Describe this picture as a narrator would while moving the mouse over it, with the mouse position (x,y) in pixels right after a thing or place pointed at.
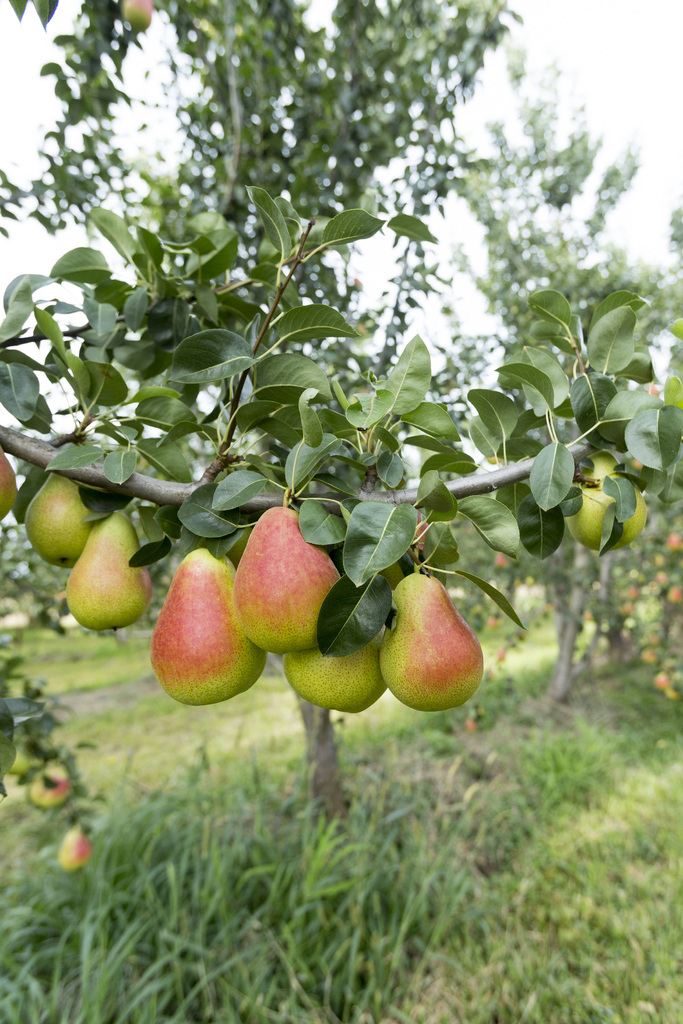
In the foreground of the image (81,431) there is a tree branch (221,467) with fruits (279,538) and leaves (248,411). In the background of the image (54,215) there are trees (654,542). At the bottom of the image (337,918) there is grass (226,902).
